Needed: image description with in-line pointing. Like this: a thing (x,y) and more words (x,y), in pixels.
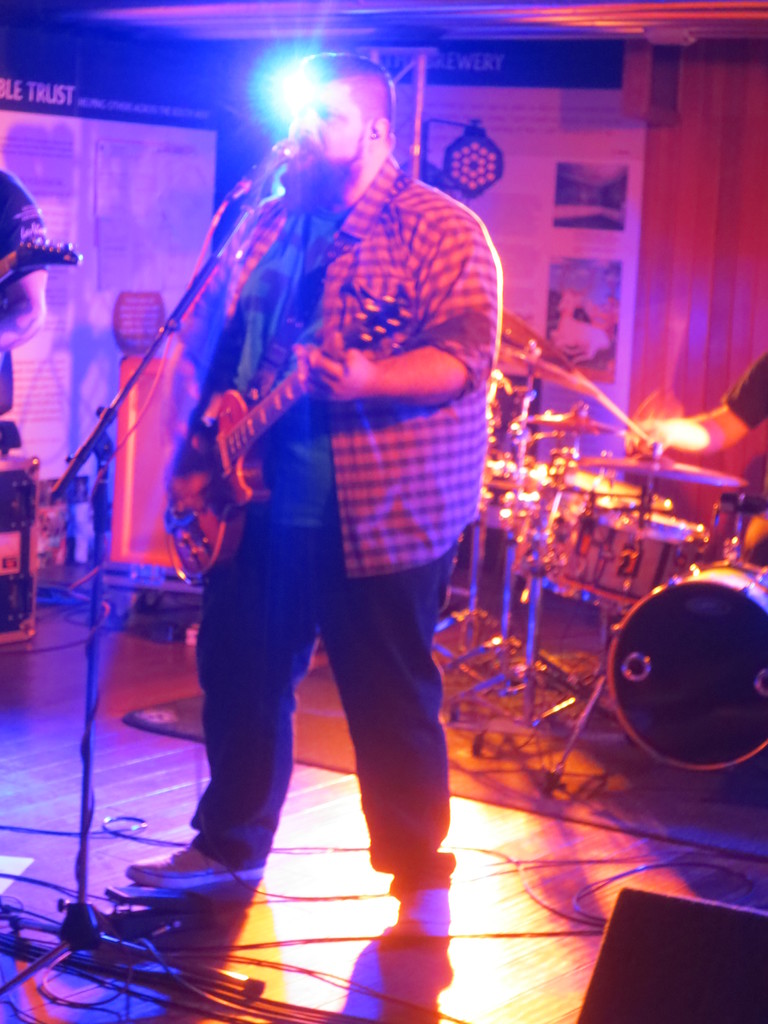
In the center of the image (267,617) there is a man (279,292) standing and holding a guitar (220,405) in his hand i think he is singing a song. There is a mic (29,969) placed before him. In the background (766,475) there is a band (633,462) and a man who is playing a band (679,471).
